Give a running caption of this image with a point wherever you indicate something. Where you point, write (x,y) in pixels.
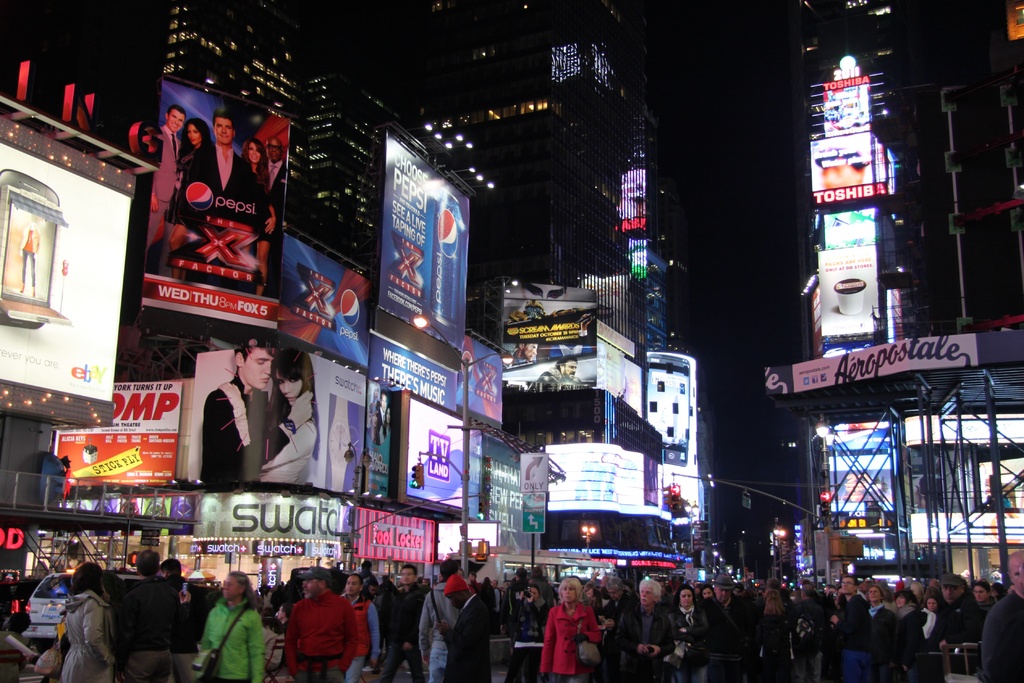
In this image there are many people (233,591) walking on the streets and there are cars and sign boards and there are buildings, on the buildings (518,65) there are billboards (325,296).
